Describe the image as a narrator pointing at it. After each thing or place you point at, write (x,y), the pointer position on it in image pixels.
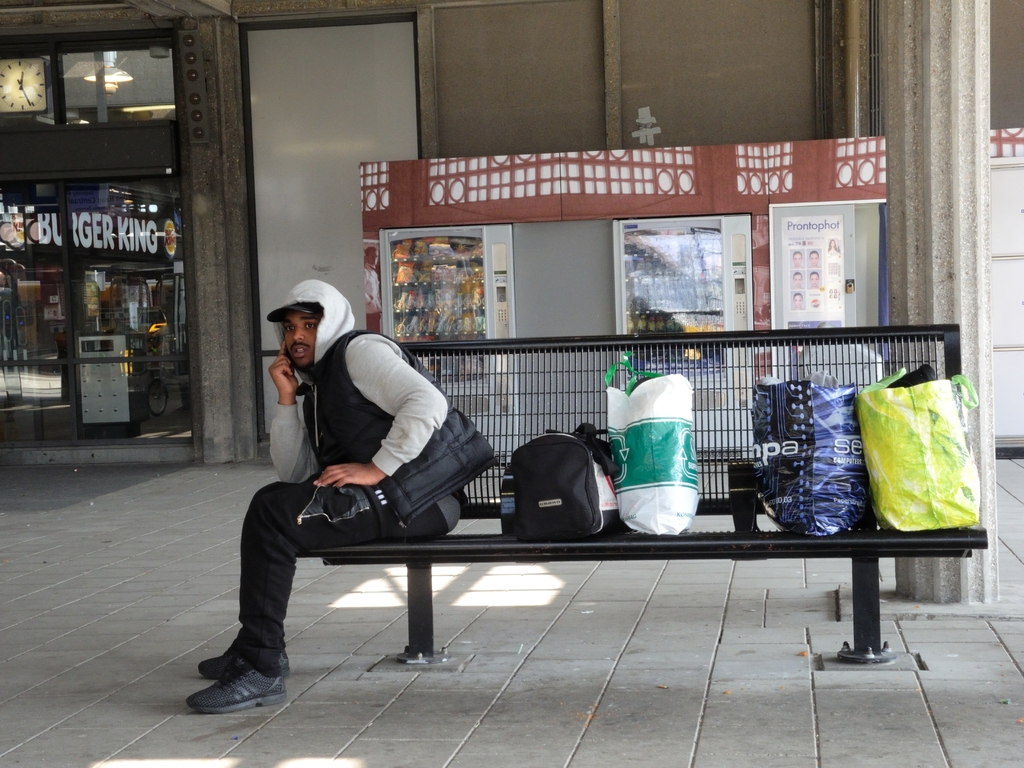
This picture shows a man (344,314) seated on a metal bench (765,334) and we see few bags (823,466) and we see a building (186,251) and couple of vending machines (400,261).
